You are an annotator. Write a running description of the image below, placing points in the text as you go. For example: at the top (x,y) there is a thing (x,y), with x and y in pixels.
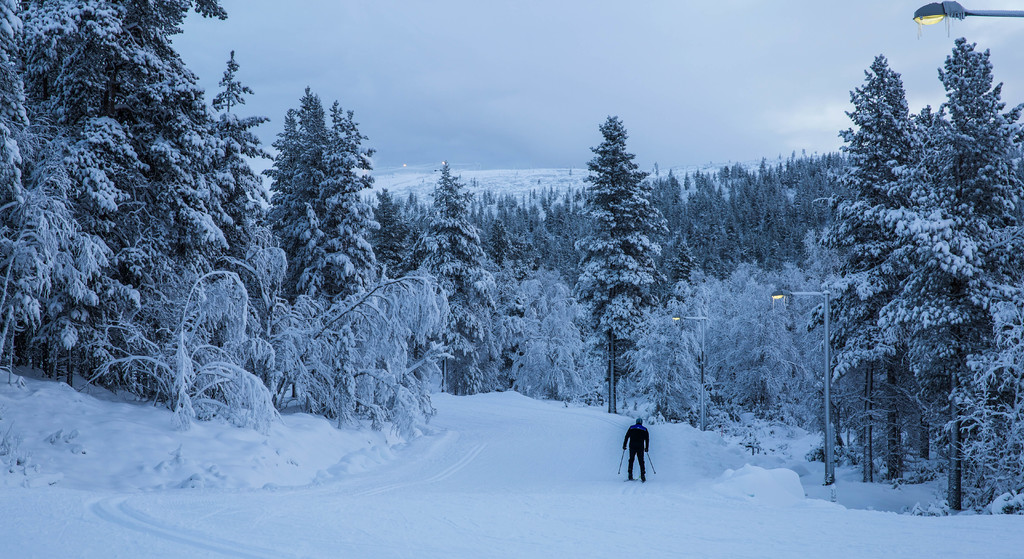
In this image we can see a person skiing on the snow (665,506) and we can see some trees (542,330) which are covered with the snow (972,508). There are few street lights (971,14) and we can see the sky (874,40) at the top (503,119).
